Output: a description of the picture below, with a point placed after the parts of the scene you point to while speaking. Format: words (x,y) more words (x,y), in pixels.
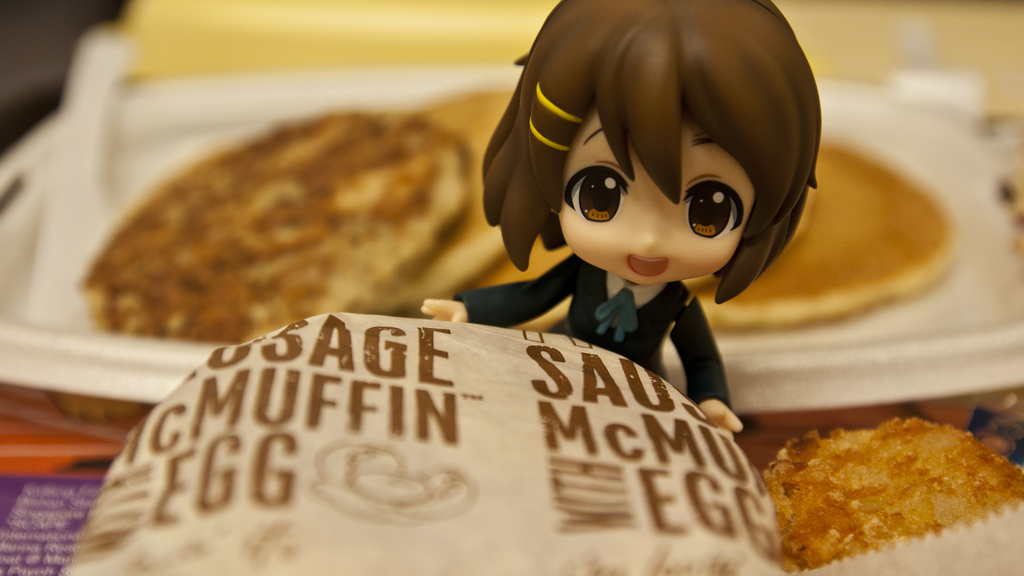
In the foreground of this image (462,516), there is a muffin (634,492) and a paper (468,486) with some text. In the middle (656,257), there is a toy (618,245). In the background (310,253), there is some food (300,211) on a white tray (236,117) and also an object (75,149) on the left (73,133).
